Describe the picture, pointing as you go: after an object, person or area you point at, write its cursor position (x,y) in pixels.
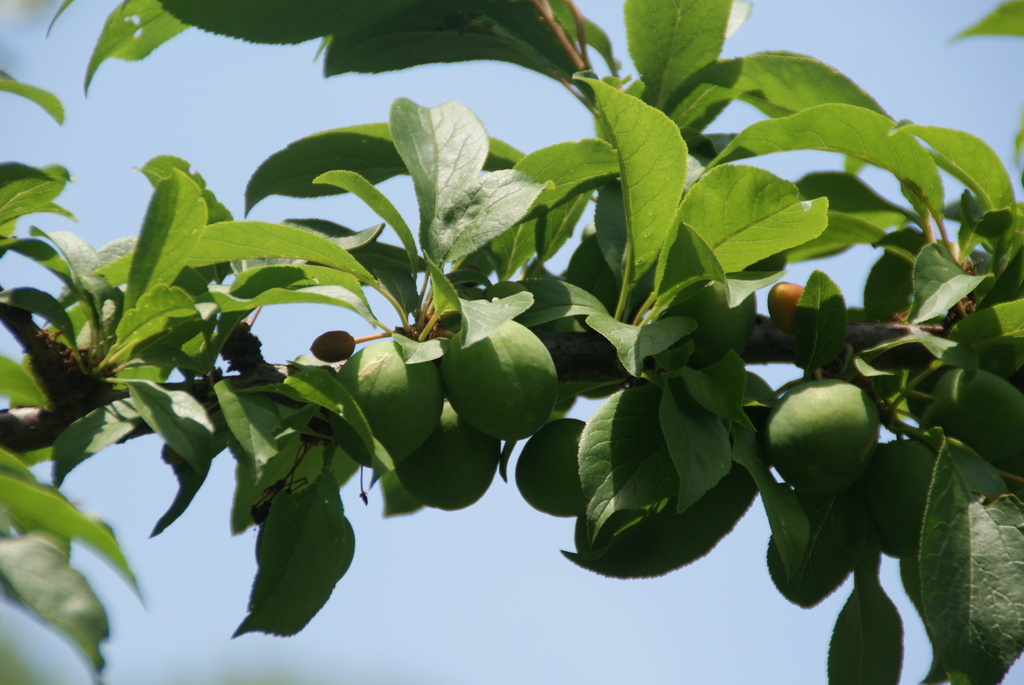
In this image there is a branch (23,422) of a tree (906,321), for that branch (57,431) there are leaves (617,354) and fruits (495,448), in the background (459,521) there is the sky (563,559).
